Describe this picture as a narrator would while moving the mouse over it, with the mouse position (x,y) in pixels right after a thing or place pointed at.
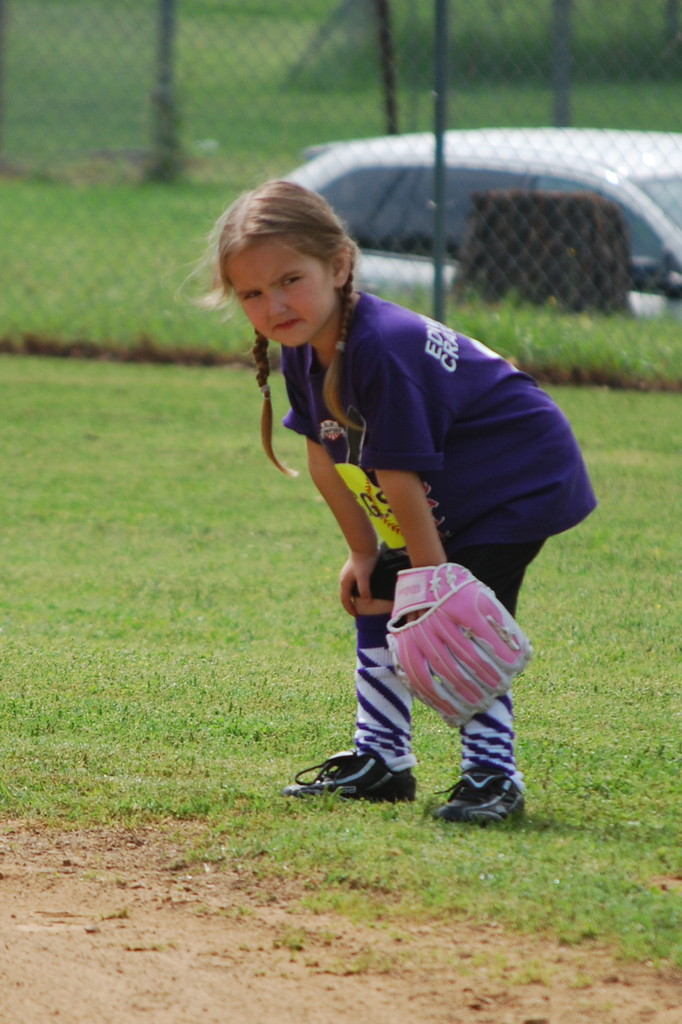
In this image I can see there is a girl (358,634) standing in the playground (441,799), she is wearing a jersey (412,453), glove (502,625) and there is some grass (142,521) on the floor (37,657), there is a fence (442,213) in the background (415,197) and there is a car (456,200) in the background (456,200).
